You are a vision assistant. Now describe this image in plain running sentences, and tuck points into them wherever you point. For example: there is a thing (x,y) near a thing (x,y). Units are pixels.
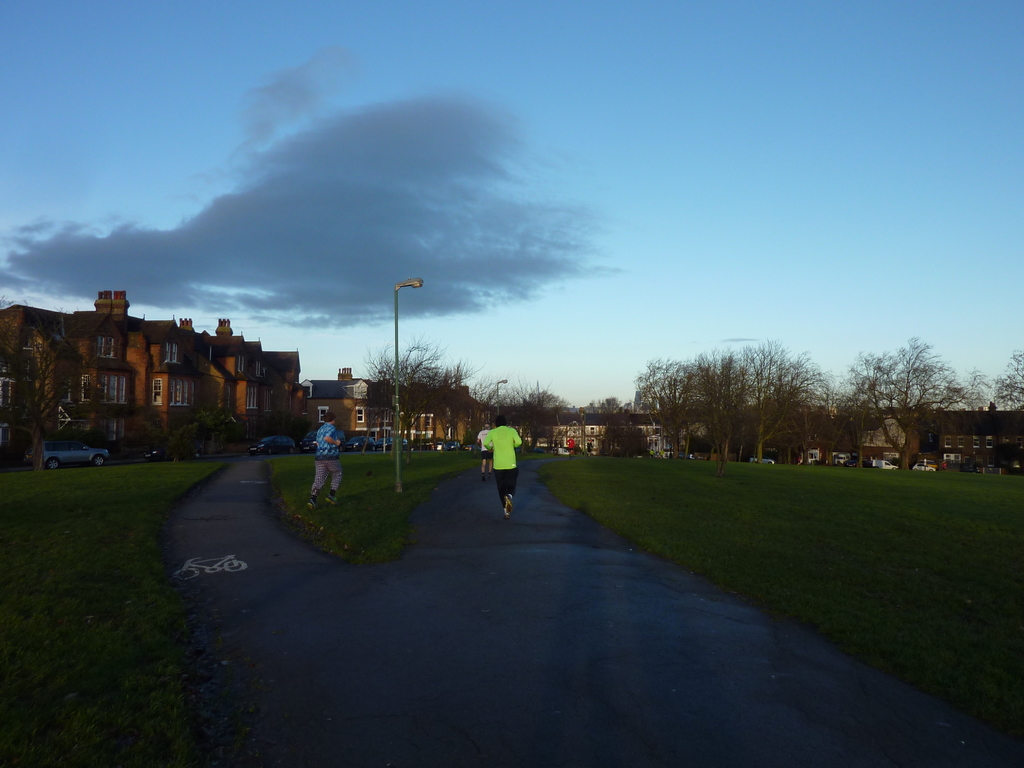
In the foreground of the picture (409,543) there are roads (364,605), grass (92,698), street light (398,420) and three persons (496,443) running. In the center of the picture (411,395) there are trees (755,431), buildings (588,436) and vehicles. Sky (501,168) is bit cloudy.
